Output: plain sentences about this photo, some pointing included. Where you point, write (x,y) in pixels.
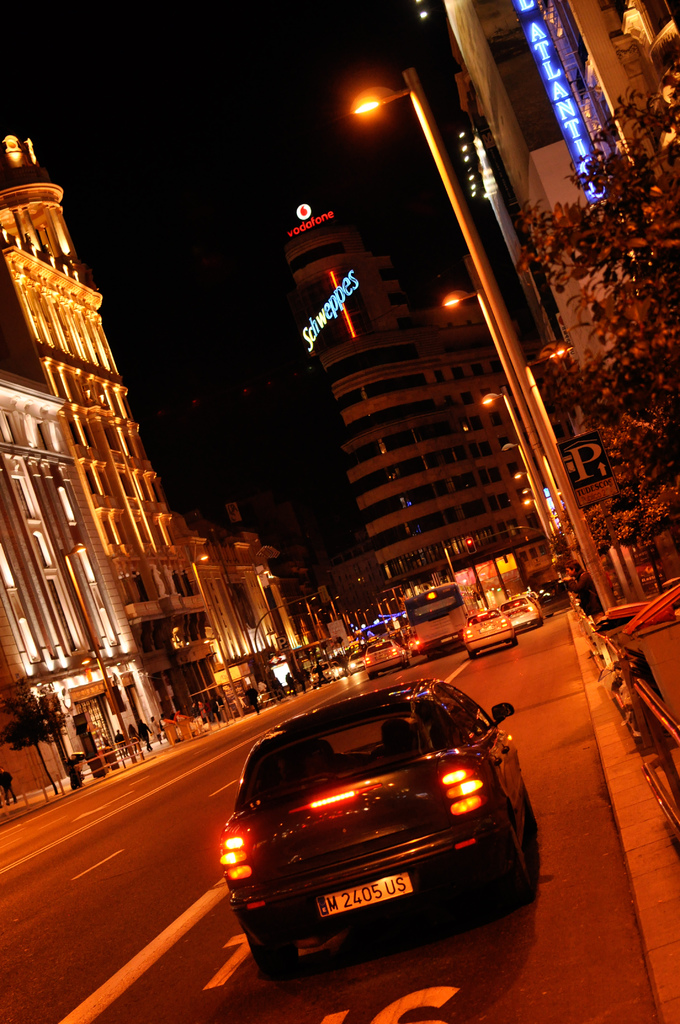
In the picture we can see the road (549,678) with some vehicles (297,852) and beside it, we can see some poles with lights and a part of the building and opposite side also we can see some buildings (97,465) and in the background (245,139) we can see the sky (319,482).
